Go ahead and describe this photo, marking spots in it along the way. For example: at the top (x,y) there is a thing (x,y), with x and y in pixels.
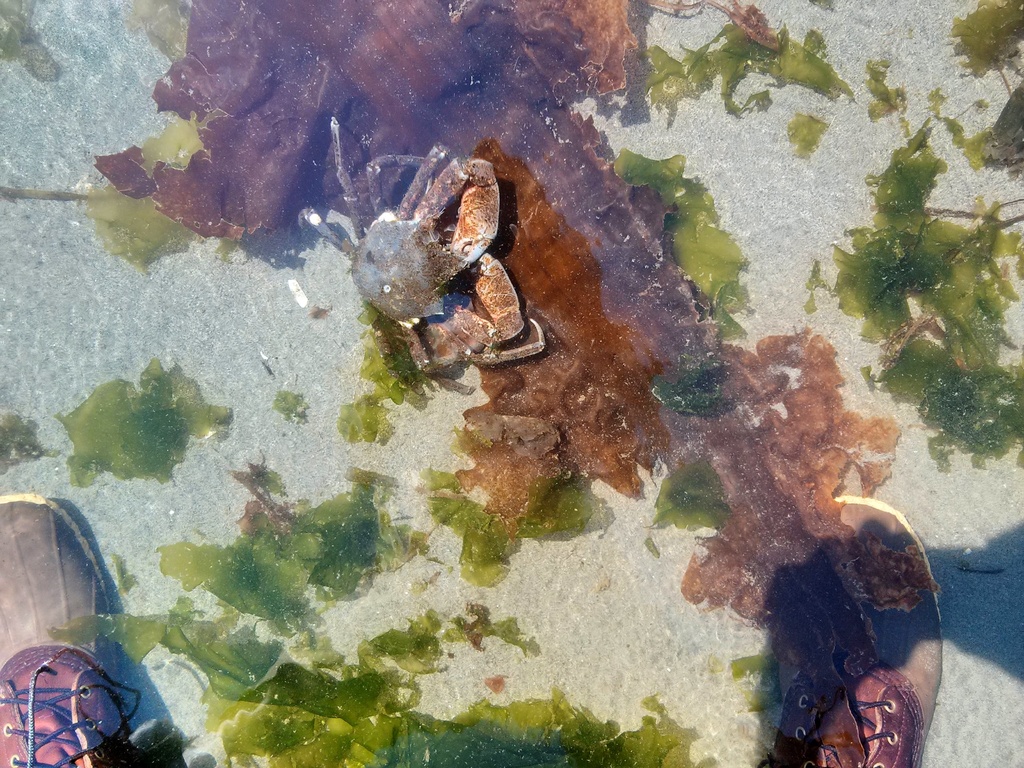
In this image we can see a crab (443,281), group of plants (275,701) and legs (863,688) of a person (80,696) wearing shoes (19,624).
